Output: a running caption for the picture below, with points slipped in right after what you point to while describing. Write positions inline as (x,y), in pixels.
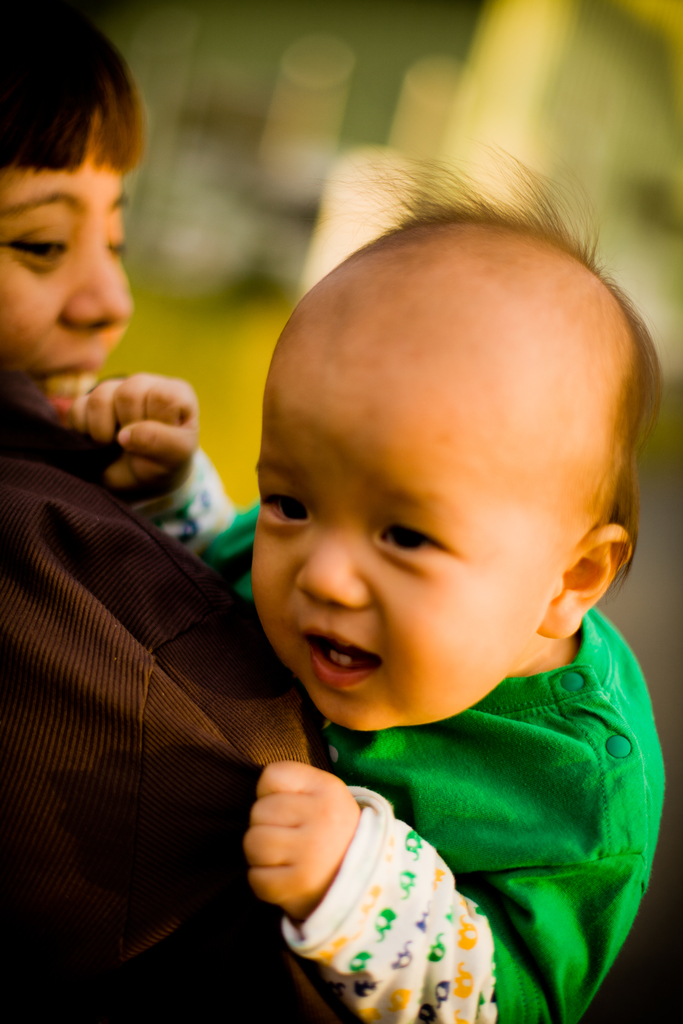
In the foreground of this image (215,492), there is a woman (121,715) wearing brown coat (159,711) is carrying a kid (469,697) wearing green dress (519,813) and the background (375,79) image is blurred.
